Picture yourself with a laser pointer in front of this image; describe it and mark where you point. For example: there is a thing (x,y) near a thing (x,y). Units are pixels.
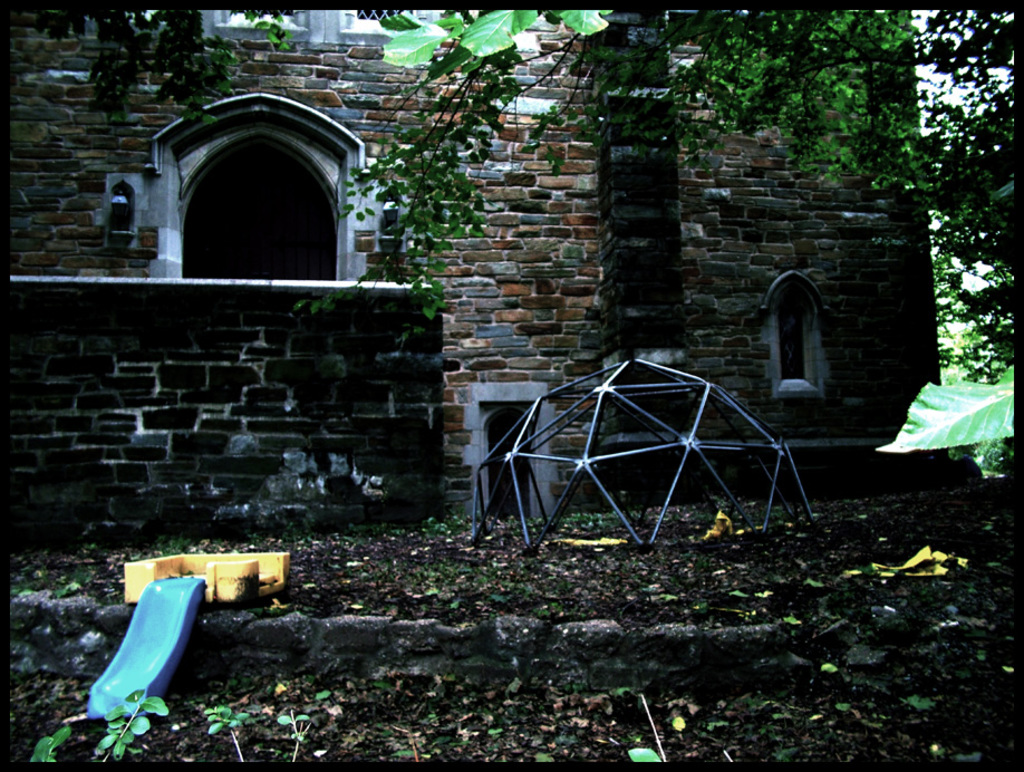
In this picture, we can see the ground (423,558) with some dry leaves (475,587), plants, and we can see some objects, we can see the wall (545,130) with windows (801,326), door (311,241). We can see some plants (440,263), trees (912,179) and the sky (949,77).
